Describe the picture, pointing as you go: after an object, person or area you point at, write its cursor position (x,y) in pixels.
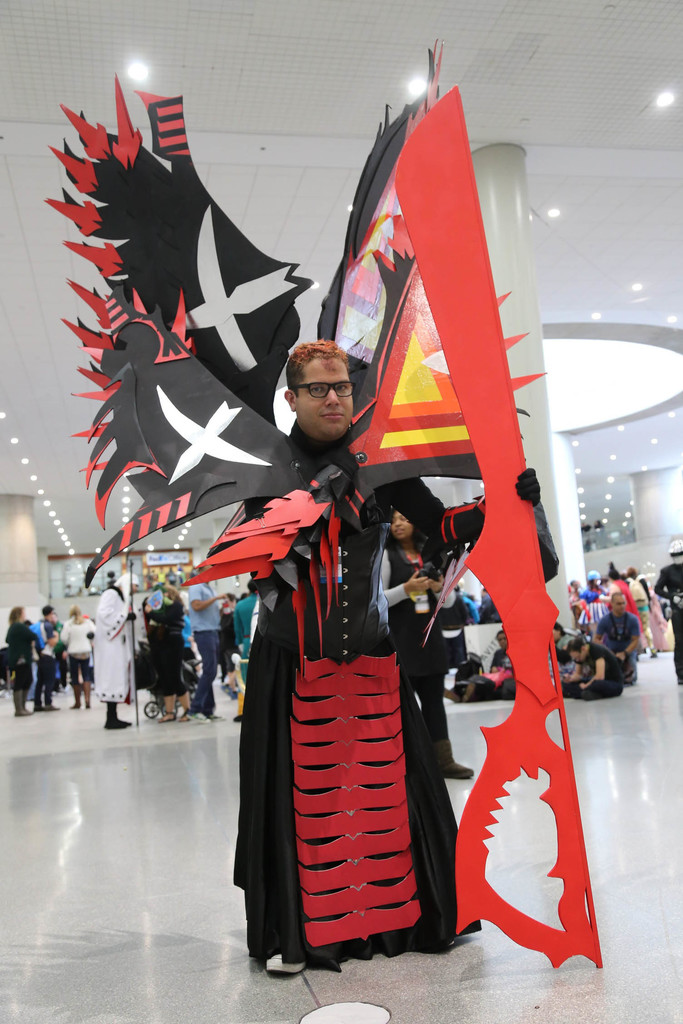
In this image in the center (320,466) there is one man (325,669) standing, and he is holding a big red weapon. And in the background (404,650) there are a group of people (76,635) some of them are sitting, and some of them are standing and there are pillars (14,585), boards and some lights (608,494). At the top (380,119) there is ceiling (160,80) and lights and there is a pillar (510,248) in the background (517,257), at the bottom (29,911) there is floor (622,776).
